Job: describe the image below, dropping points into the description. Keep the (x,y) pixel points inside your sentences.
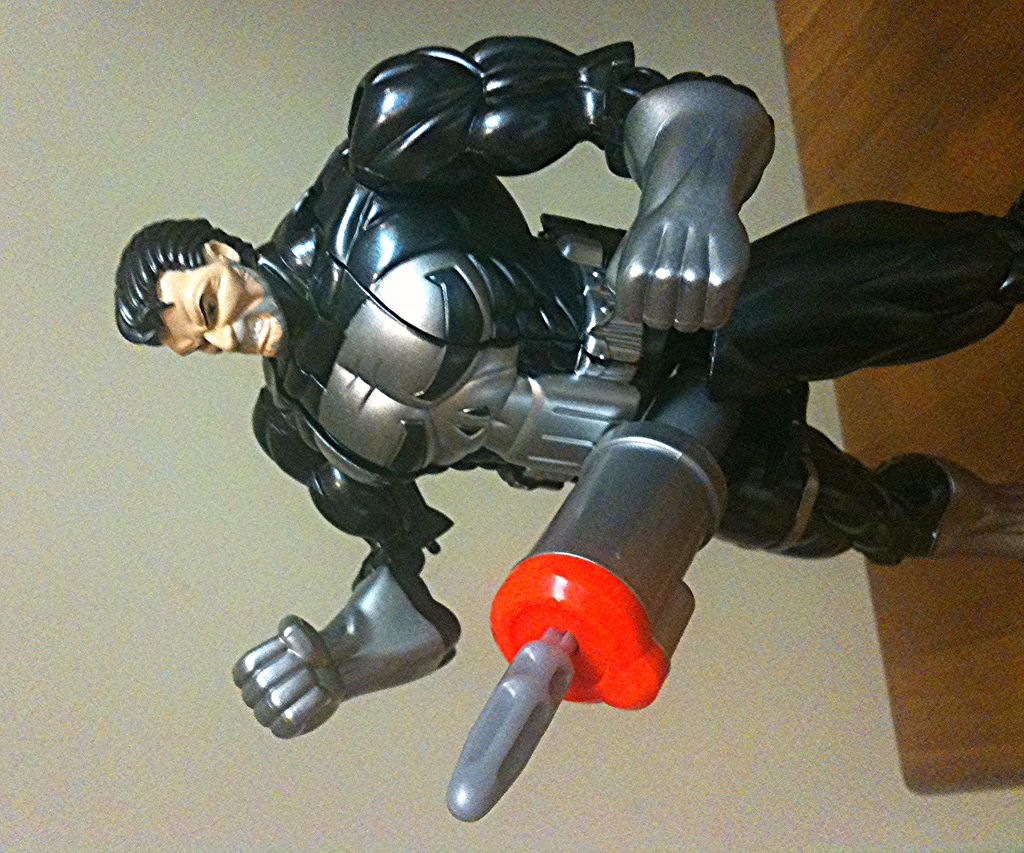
Here in this picture we can see a black and silver colored toy (382,394) present on the table (998,378) over there.
